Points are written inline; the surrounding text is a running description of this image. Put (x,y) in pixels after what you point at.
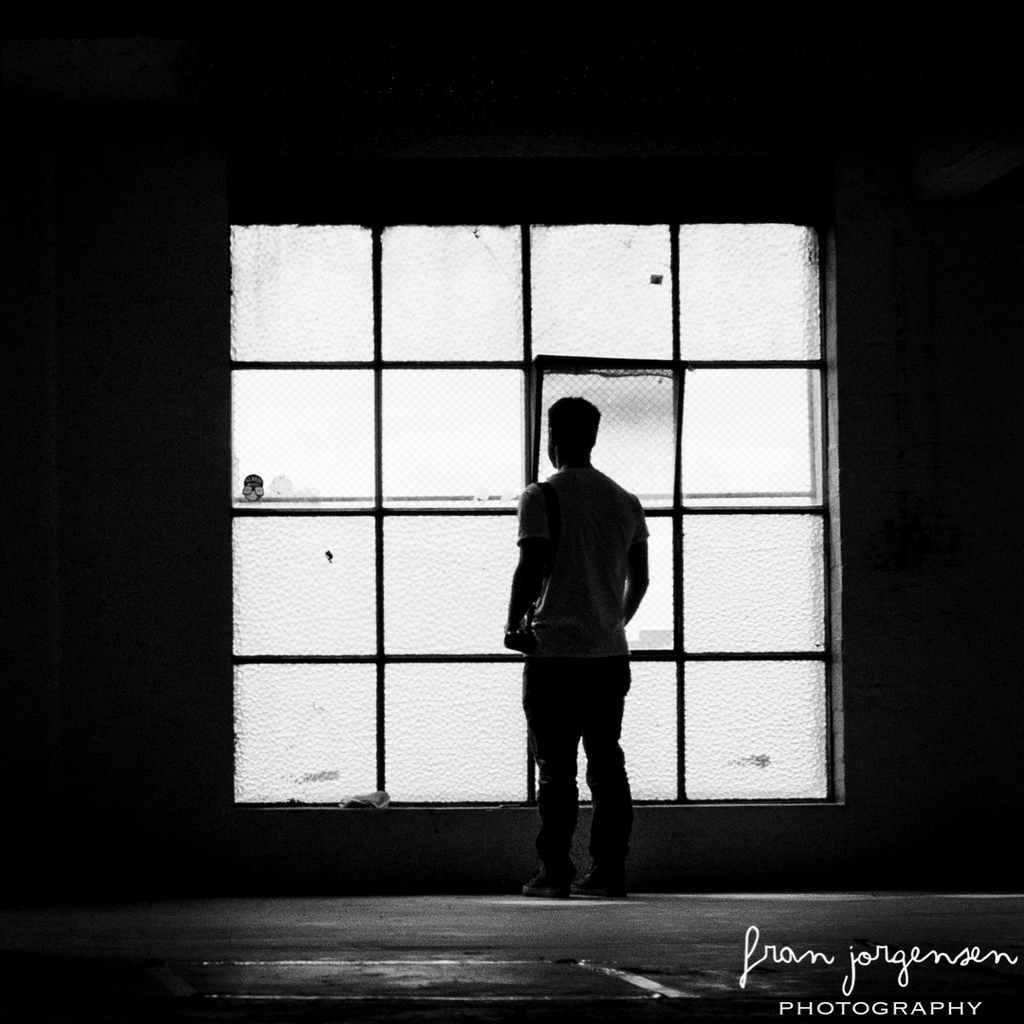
This is a black and white image. In the middle of the image (558,579) there is a man (562,487) standing facing towards the back side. In front of him there is a window (667,390). In the bottom right-hand corner (783,962) there is some text (897,963).
